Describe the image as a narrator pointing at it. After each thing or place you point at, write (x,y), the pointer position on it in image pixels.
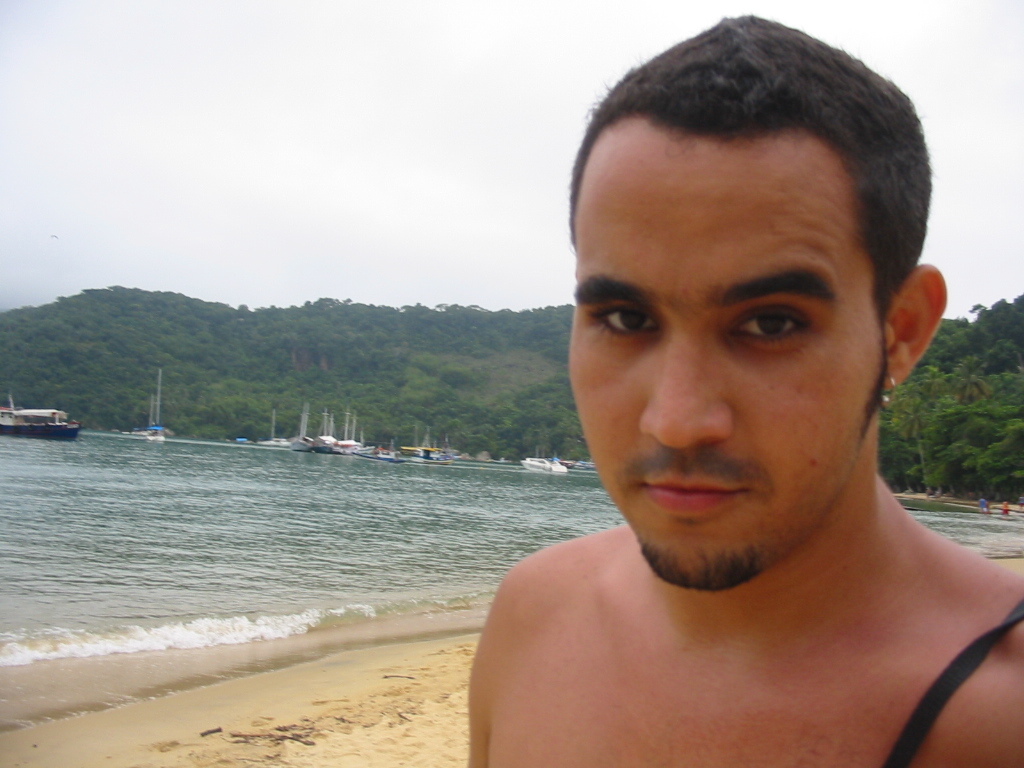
In this image I can see a person (753,543) is standing on the sand (458,707). In the background (409,589) I can see the water (296,543), few boats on the surface of the water (309,554), few persons (1023,500) on the right side of the image (1003,511), few trees (963,418) on the mountains (174,342) and the sky (203,115).
